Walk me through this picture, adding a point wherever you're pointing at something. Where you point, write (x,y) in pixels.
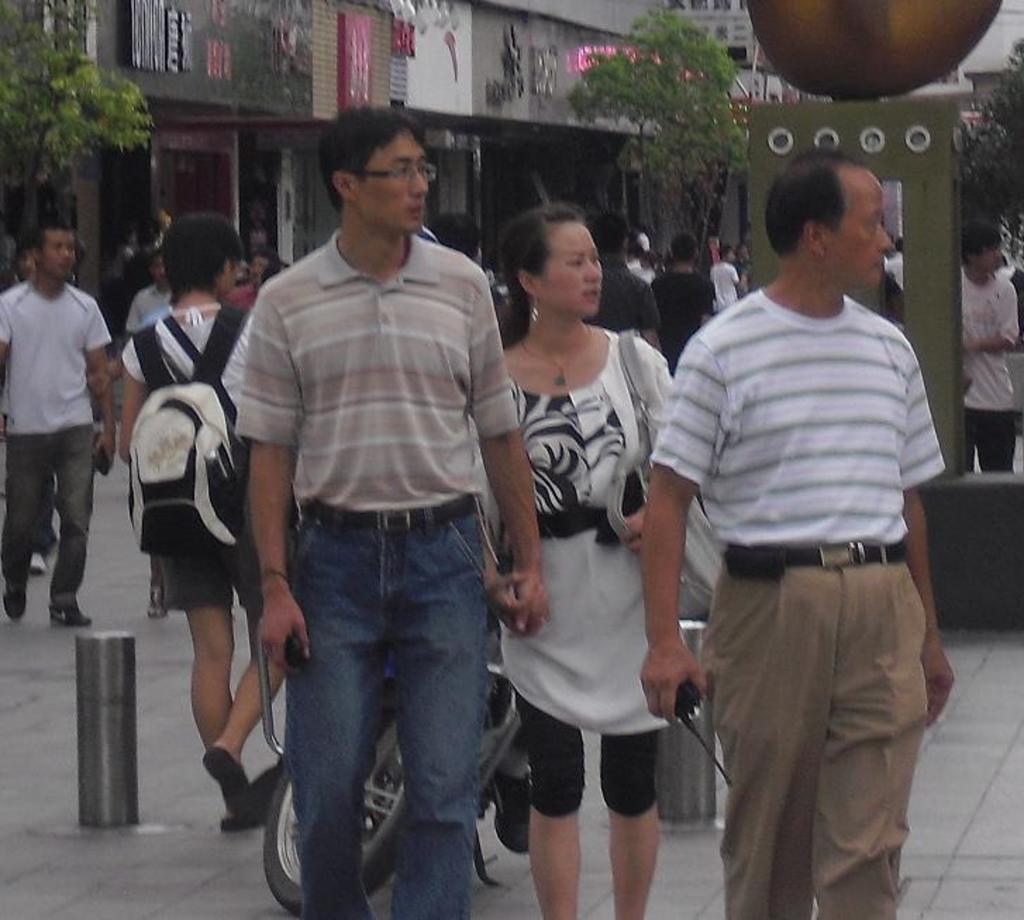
In this image there are a few people (500,490) walking on the streets (143,750), and there is a bike (265,692) parked on the street (184,680), in the background of the image (257,154) there are trees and buildings (180,105).
